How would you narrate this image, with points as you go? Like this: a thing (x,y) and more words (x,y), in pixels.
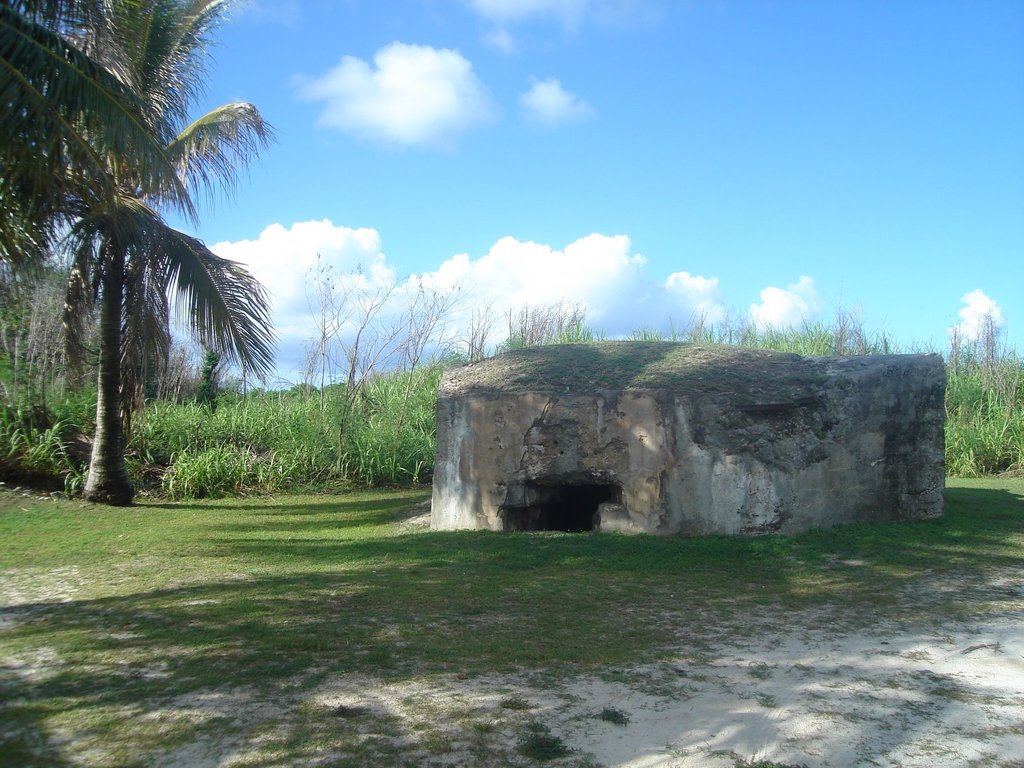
In the center of the image (604,453) there is a small bunker (682,443) on the grass (549,623). In the background (190,443) we can see plants (190,443), trees (202,282), sky (396,251) and clouds (309,278).
